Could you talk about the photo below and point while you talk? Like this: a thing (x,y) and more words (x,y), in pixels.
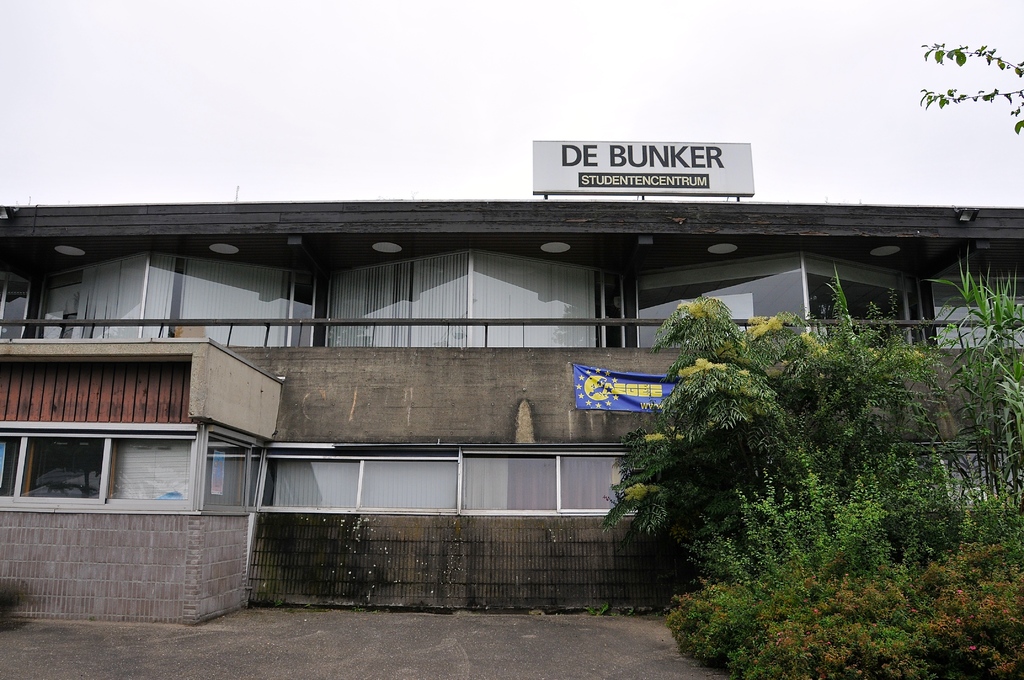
This picture shows a building (530,341) and we see trees (677,475) and we see a name board (741,173) on the building (648,217) and a banner (586,393) and we see a cloudy sky (784,96) and blinds (382,314) to the windows (744,316).
